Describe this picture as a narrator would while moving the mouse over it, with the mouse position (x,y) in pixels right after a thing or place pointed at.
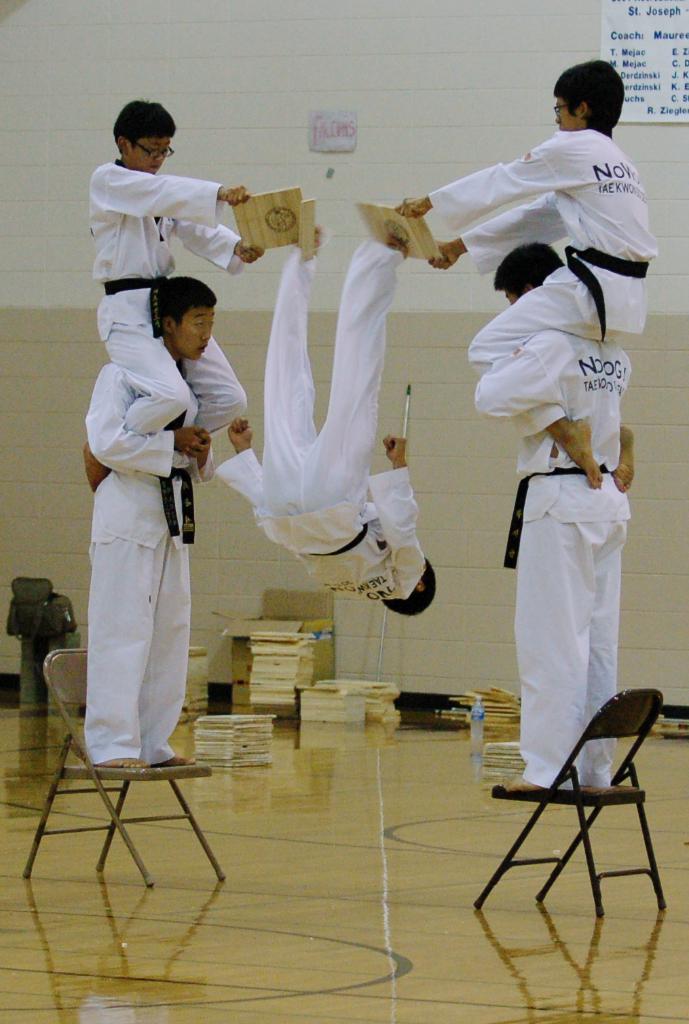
In the middle of the image (250,488) few people (499,222) are standing on chairs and doing some martial arts. Behind them there is wall (403,47), on the wall (361,75) there are some posters (663,7).
